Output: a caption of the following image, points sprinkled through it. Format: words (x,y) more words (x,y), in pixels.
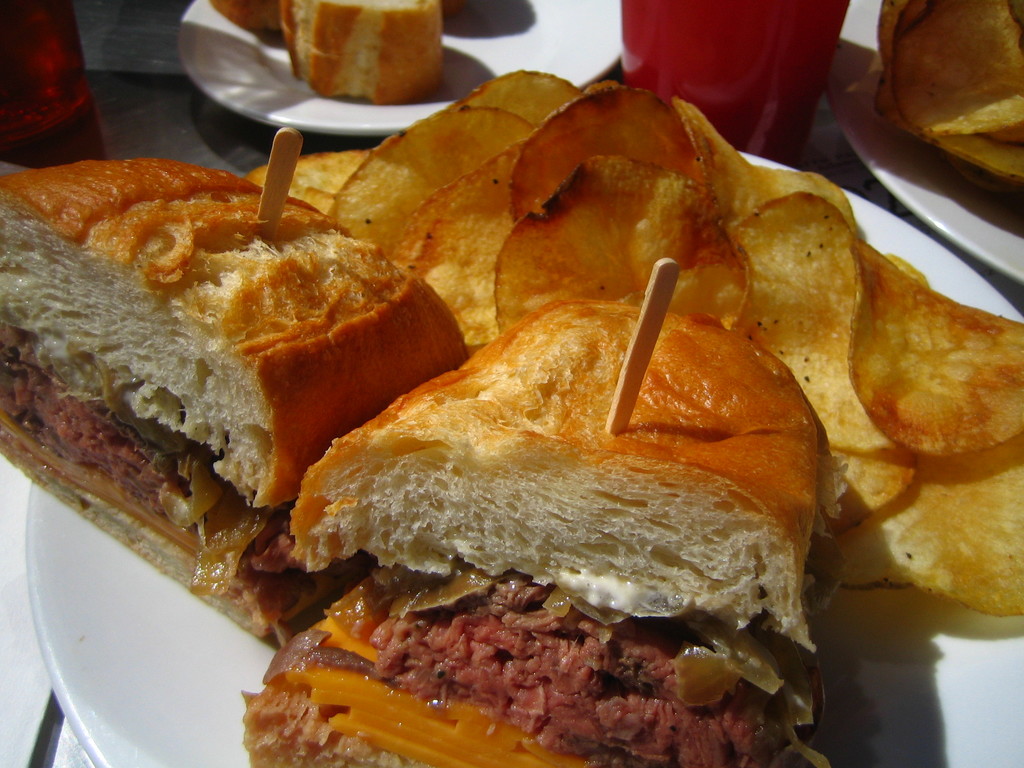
There are white plates (299,113) and a red color glass (751,107) on a surface (124,148). On the white plate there are burgers (524,590) and potato chips (609,240). On the burger (602,368) there is a stick (635,383). Inside the burger (526,602) there is meat (491,653) and some other items (398,574).
